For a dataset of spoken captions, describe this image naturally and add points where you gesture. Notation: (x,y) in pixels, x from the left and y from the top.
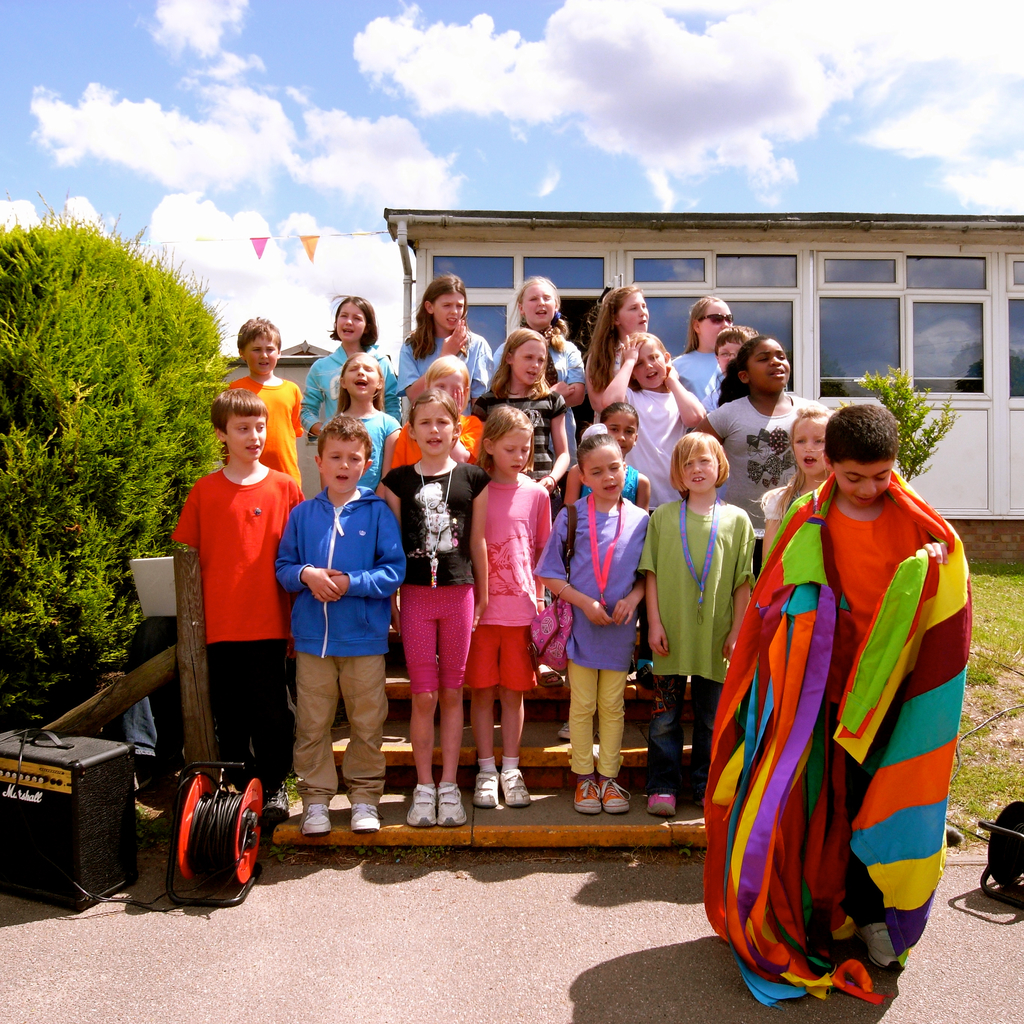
In this image, I can see a group of people (676,385) standing. On the left side of the image (89,848), I can see a speaker (119,865), cable reel (204,830) and a tree (61,413). In the background (637,271), I can see a building (912,331) with windows (912,331) and there is the sky (659,73). At the bottom right side of the image (1023,809), I can see an object (1009,822).
